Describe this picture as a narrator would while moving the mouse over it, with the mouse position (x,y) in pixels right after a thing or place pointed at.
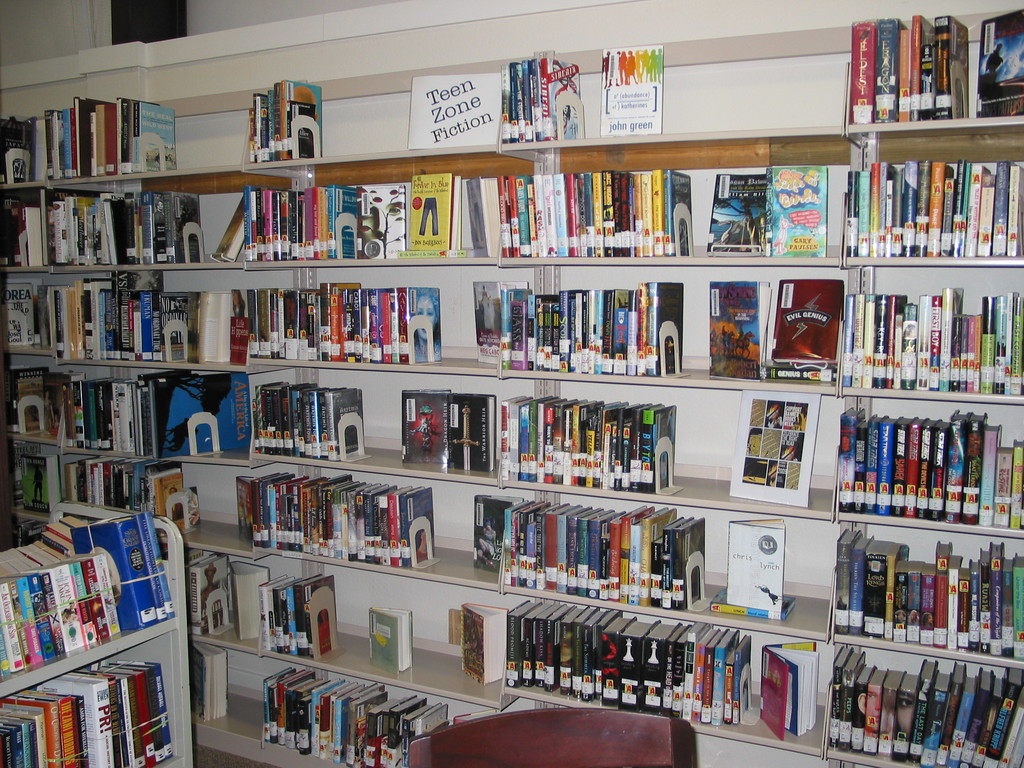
Racks (43,674) are filled with books (405,738).
